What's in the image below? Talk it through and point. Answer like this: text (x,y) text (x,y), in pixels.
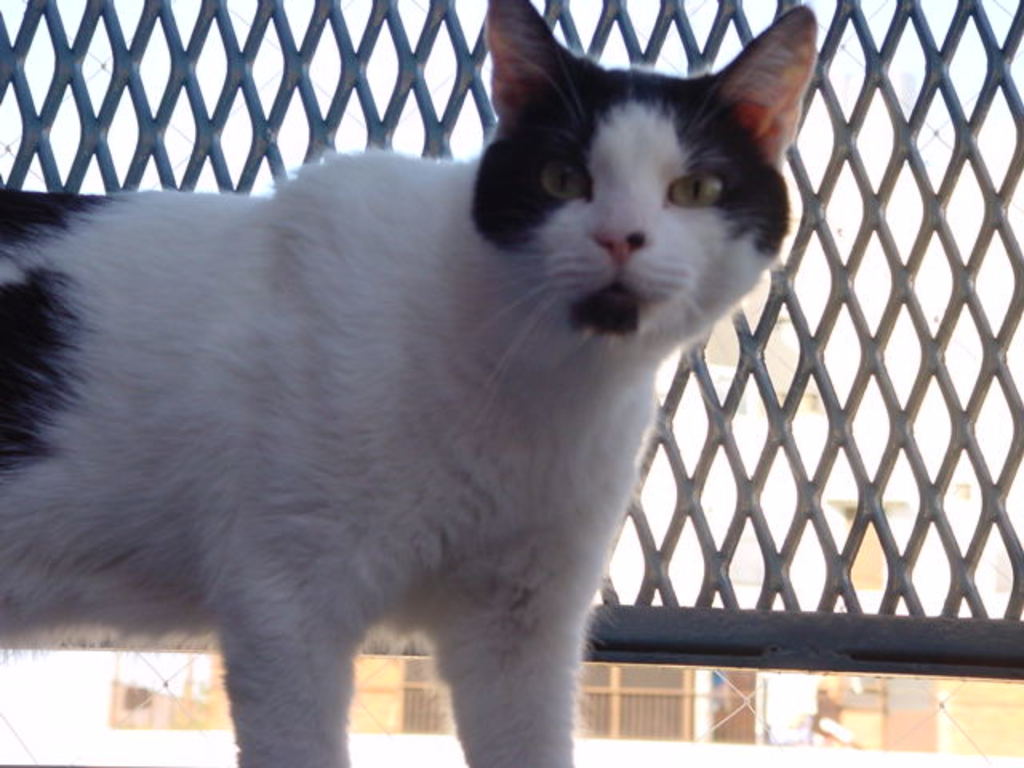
As we can see in the image in the front (559,372) there is a cat (545,206) and fence (963,646). In the background (947,569) there are houses (998,559).
